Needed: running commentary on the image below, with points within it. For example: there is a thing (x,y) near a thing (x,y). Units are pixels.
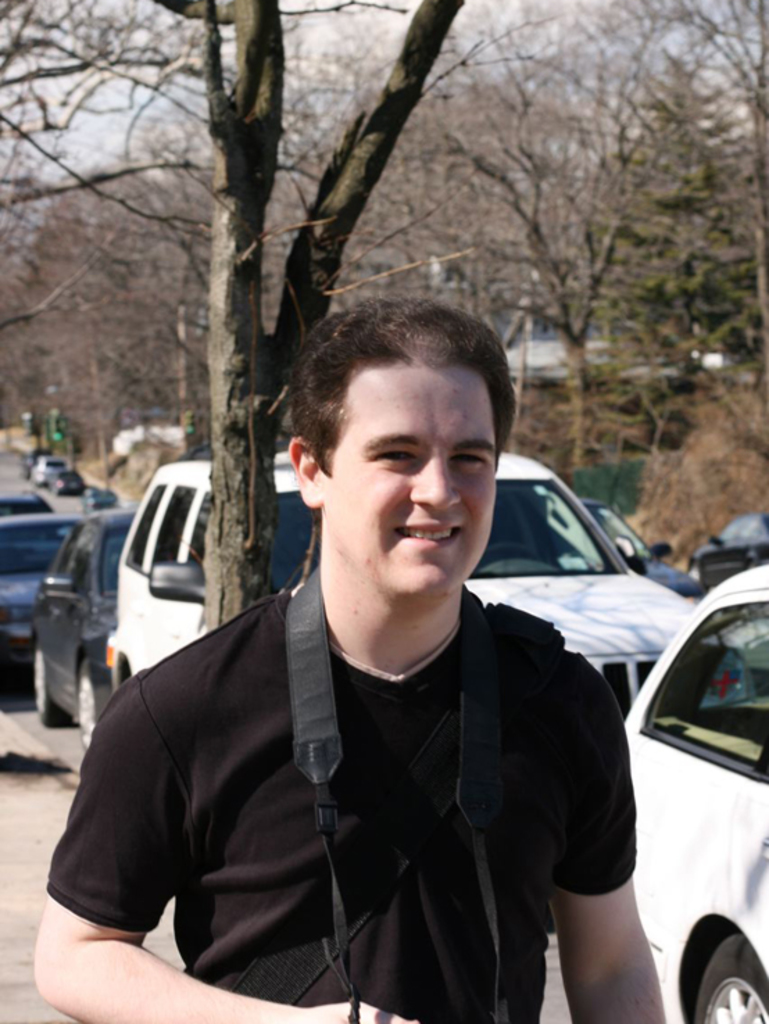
In this picture there is a man (364,520) with black t-shirt (392,968). At the back (661,852) there are vehicles (136,617) on the road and there are trees (484,201) and there might be a building (506,328). At the top (169,88) there is sky (88,107). At the bottom (41,779) there is a road (31,953).
